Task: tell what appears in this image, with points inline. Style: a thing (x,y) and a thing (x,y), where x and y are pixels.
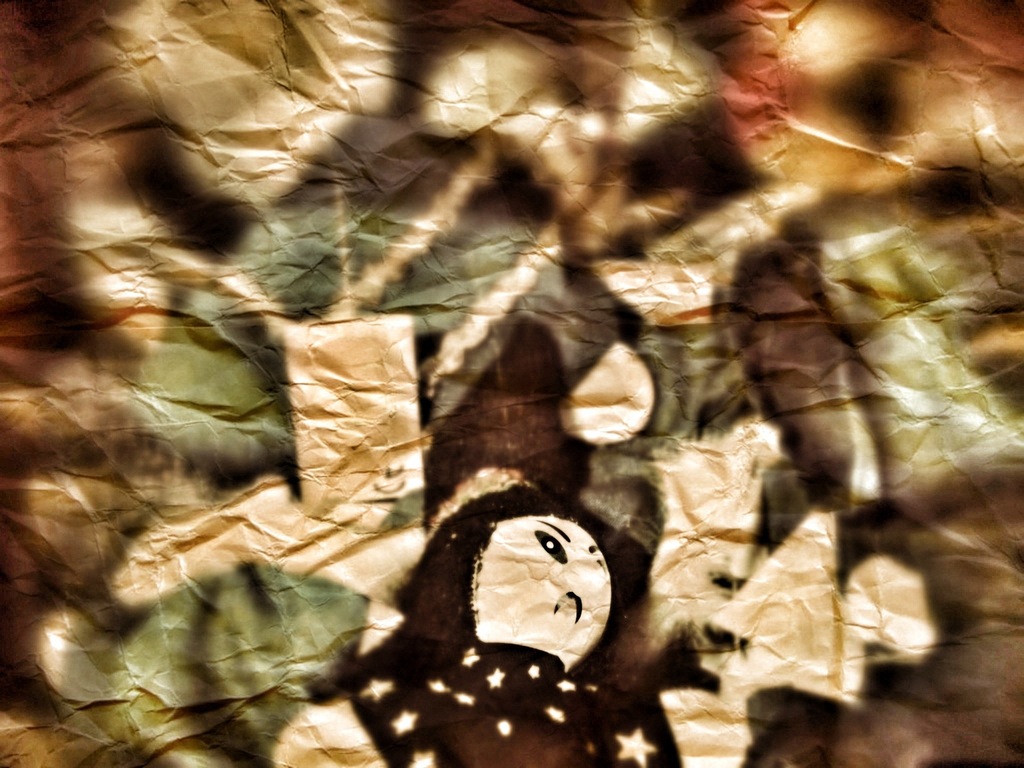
This picture looks like a painting (592,496) on the paper (472,269).
